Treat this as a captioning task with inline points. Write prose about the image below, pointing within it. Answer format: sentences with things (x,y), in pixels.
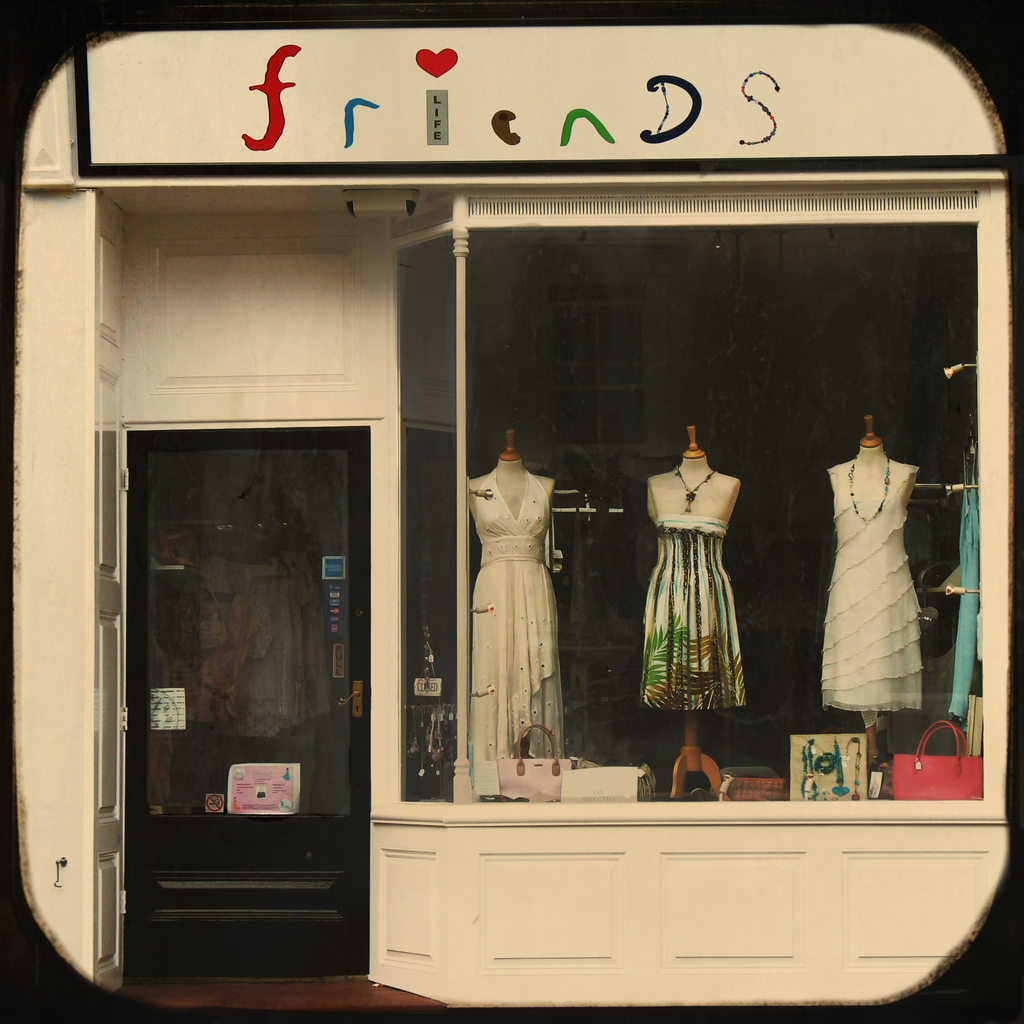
In this image I can see the store (161,625). To the right (706,572) there are two mannequins (492,638) with white color dresses (515,641) and one mannequin (665,593) with colorful dress (652,687). There are many bags (594,777) in-front of these mannequins (537,670). To the left (214,774) I can see the glass door (218,760).
